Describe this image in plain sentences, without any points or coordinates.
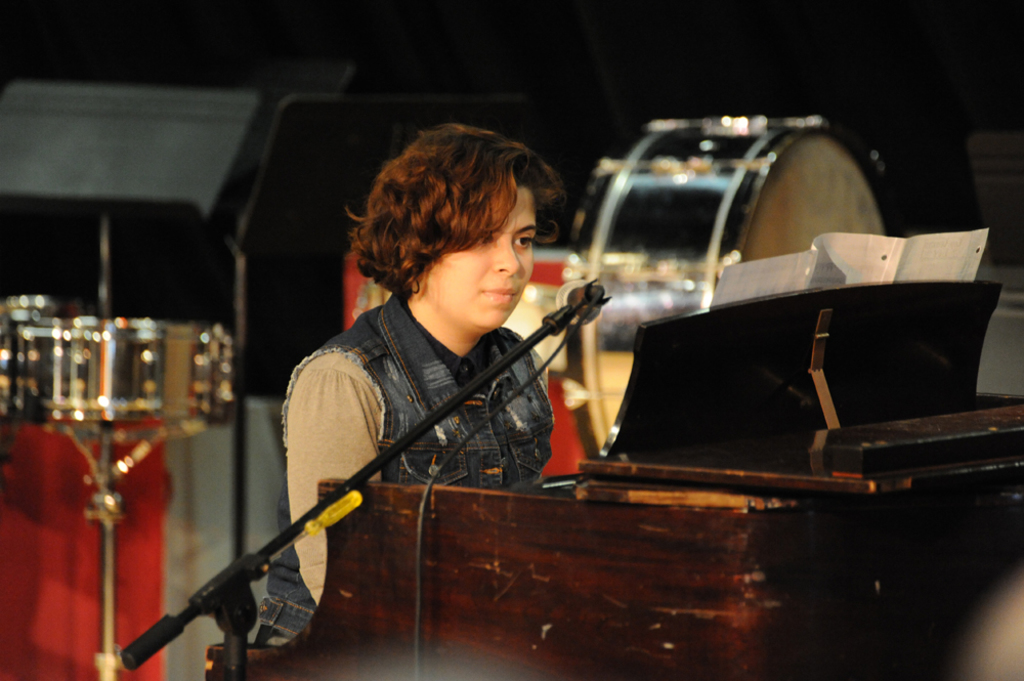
In the picture one woman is sitting on the chair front of microphone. In background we can find some musical instruments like drums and she has a curly hair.
